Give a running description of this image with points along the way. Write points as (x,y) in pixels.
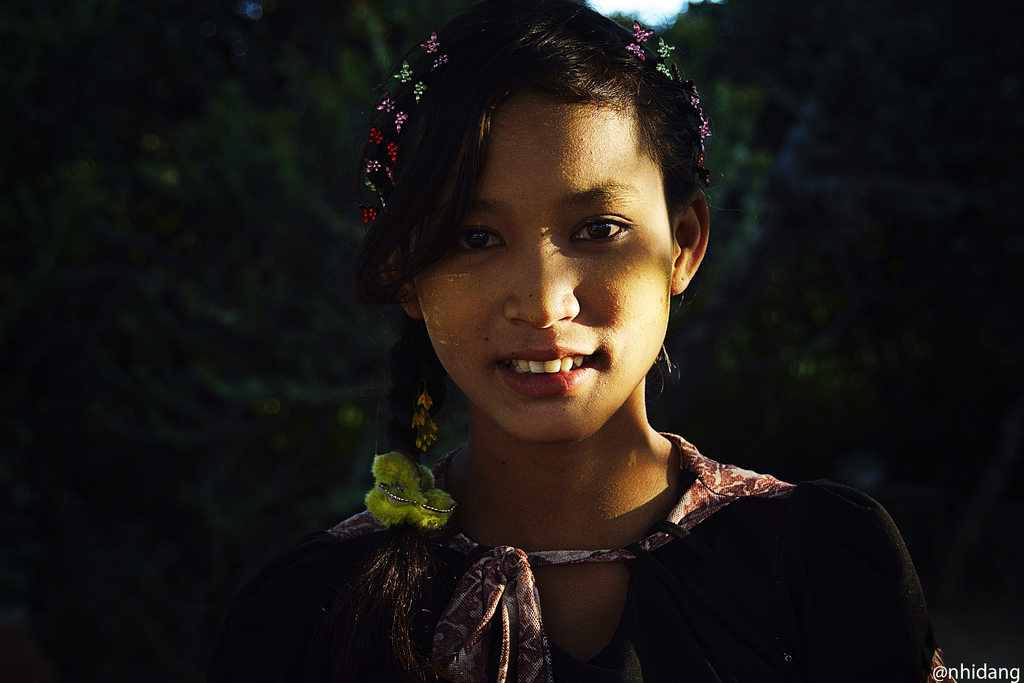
In this picture we can see a girl (530,462) in the front (419,220), in the background (350,150) there are some trees (335,125), we can see some text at the right bottom (994,673).
